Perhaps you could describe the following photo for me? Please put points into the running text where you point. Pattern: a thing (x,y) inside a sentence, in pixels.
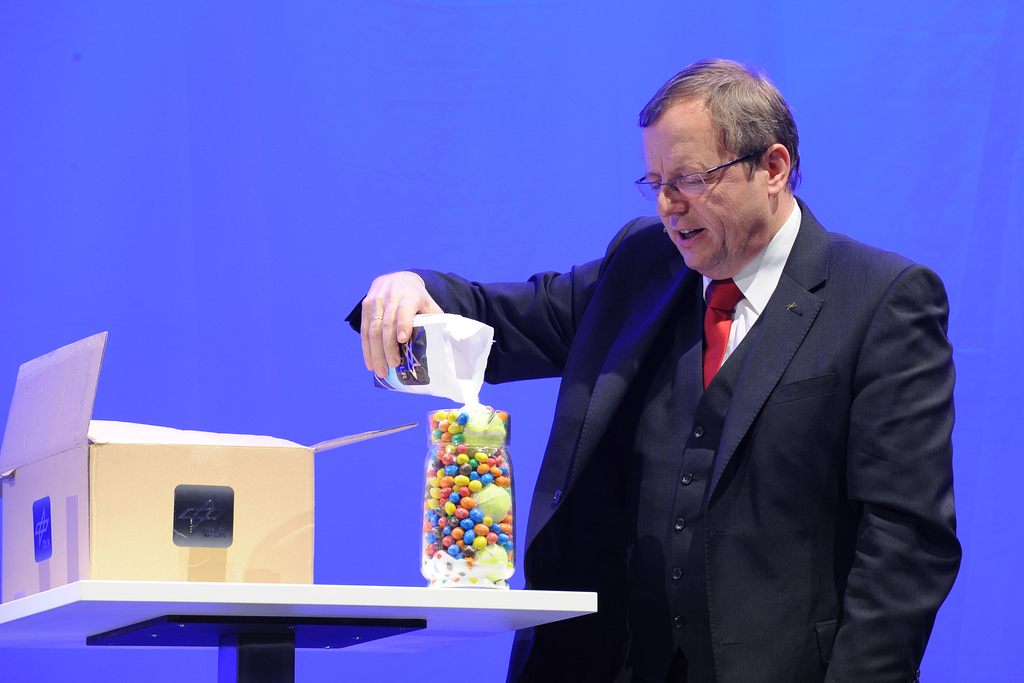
In this image we can see a person (559,355) holding an object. There are few objects (163,562) on the table (288,597). Behind the person (515,285) there is a blue background (516,173).
